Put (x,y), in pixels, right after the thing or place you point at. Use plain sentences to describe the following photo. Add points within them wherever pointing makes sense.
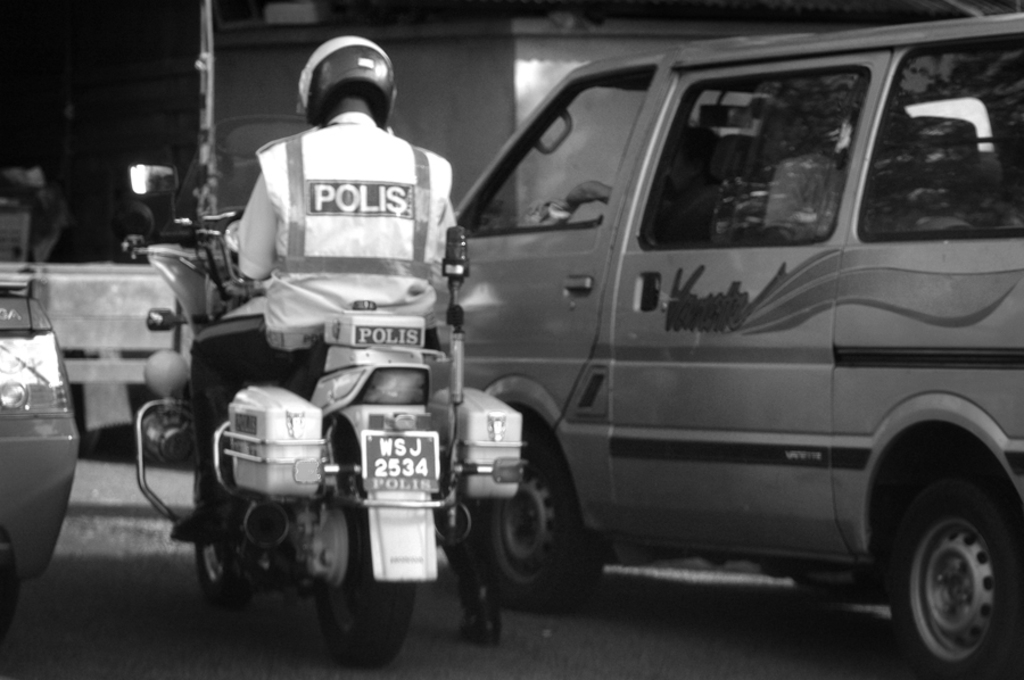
In this picture we can see a person (305,219) sitting on bike (332,405) wore helmet (320,83), jacket (338,190) beside to him we have vehicles (524,340) on road (279,606) and in background (181,84) we can see wall (452,59), pole (206,159).
